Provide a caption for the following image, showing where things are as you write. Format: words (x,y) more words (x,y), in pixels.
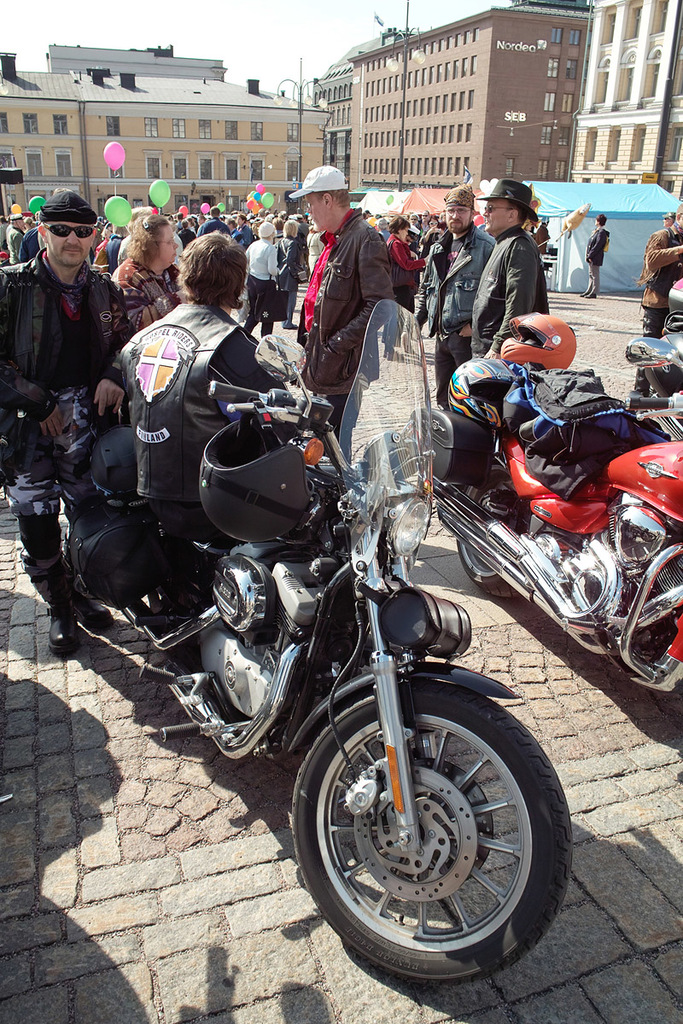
In this image there are group of people (350,287) standing, a man (222,256) sitting in the motor bike (287,728), there is helmet (555,331), back pack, motorbikes (507,568) on the street (495,988) colorful balloons (270,197), buildings (454,62), sky (455,6), tent (644,201).
